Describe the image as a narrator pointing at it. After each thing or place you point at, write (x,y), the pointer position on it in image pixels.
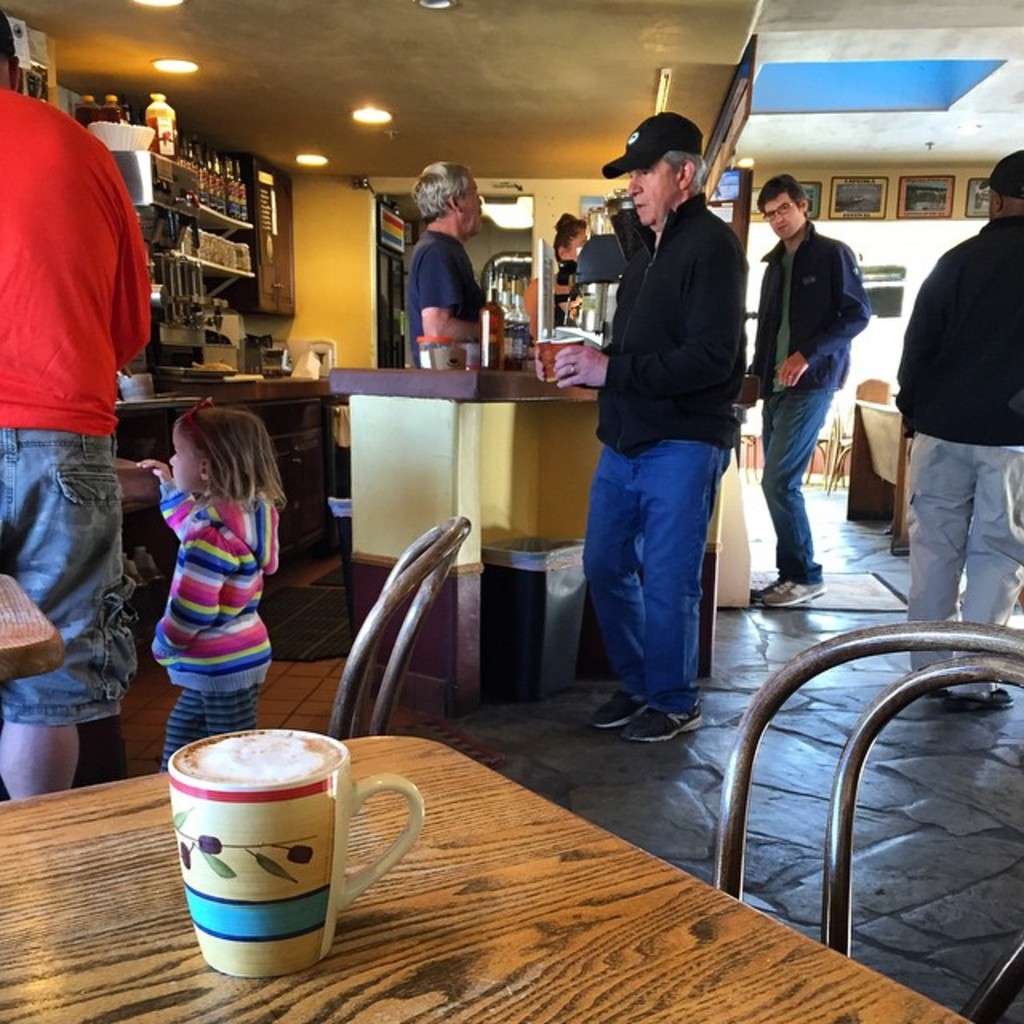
There are so many people (673,223) standing few holding a cups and there is a baby girl (143,463) standing along with the man (77,701) and there is a coffee cup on the table (25,960).
